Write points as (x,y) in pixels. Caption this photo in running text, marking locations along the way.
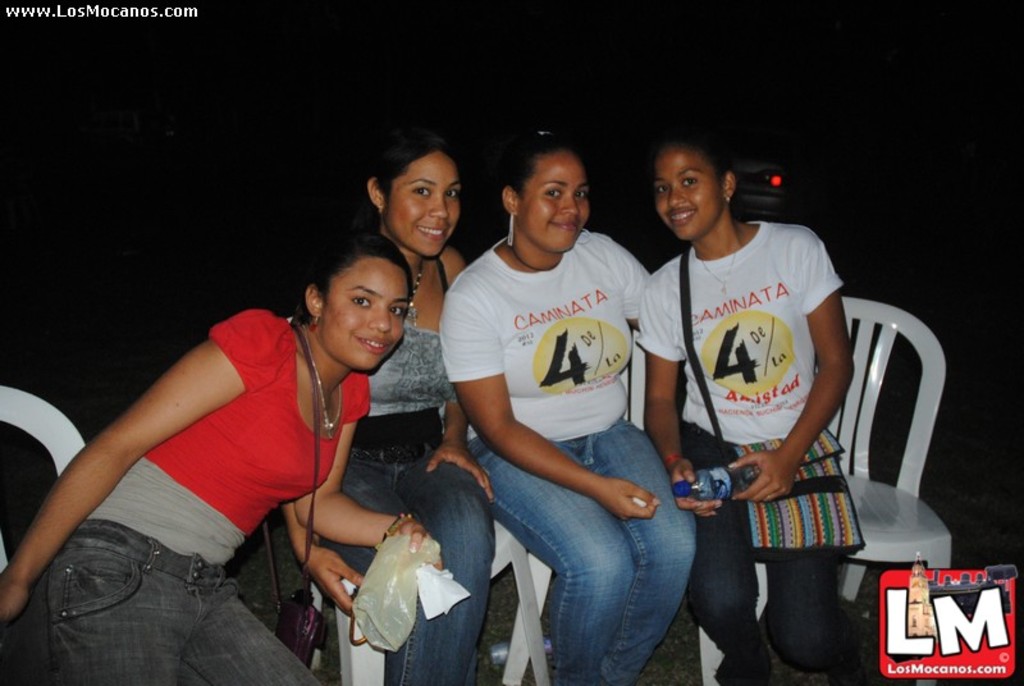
In this image there are a few people (487,300) sitting on the chairs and holding some objects (446,571), there is a logo symbol (939,640) at the bottom of the image (940,618) and some text (85,12) at the top left corner (67,6).
